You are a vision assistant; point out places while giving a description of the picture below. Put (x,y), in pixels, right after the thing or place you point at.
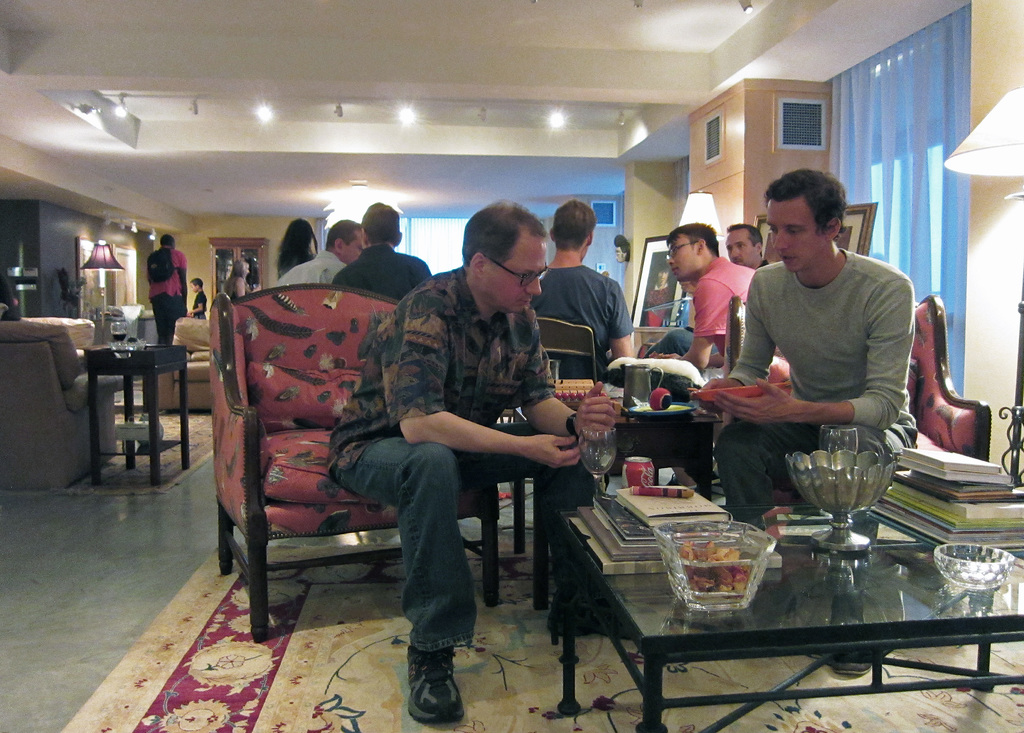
This image is taken inside a room (340,146). There are many people (769,263) in this room (424,523). In the right side of the image (1013,682) there is a table (571,689) and there were many things (730,520) on it including books (666,521). In the left side of the image (141,538) there is a floor (28,653) with mat (256,704). In the middle of the image (472,446) a man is sitting on a chair (327,373). At the top of the image (222,3) there is a ceiling (308,86) with lights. At the background (1022,182) there is a walls (755,194) with curtains (839,149) and lamps (710,203).
